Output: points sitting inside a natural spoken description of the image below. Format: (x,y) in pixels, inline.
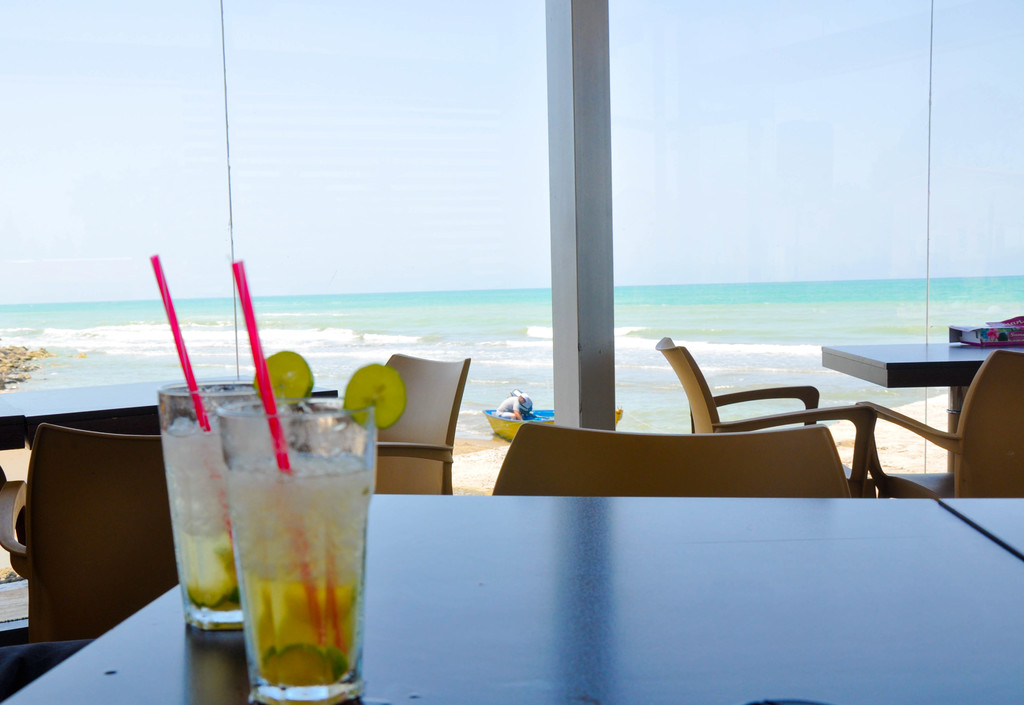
In the picture we can see a table (903,688) on it, we can see two glasses (335,403) with drinks (292,646) and straws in it which are pink in color and around the table (112,703), we can see some chairs (77,563) and we can see another table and some chairs (101,470) near it and behind it, we can see a glass wall (68,78) and from it we can see a sand surface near the ocean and a boat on it with a person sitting on it and in the background (59,89) we can see the sky (817,179).
